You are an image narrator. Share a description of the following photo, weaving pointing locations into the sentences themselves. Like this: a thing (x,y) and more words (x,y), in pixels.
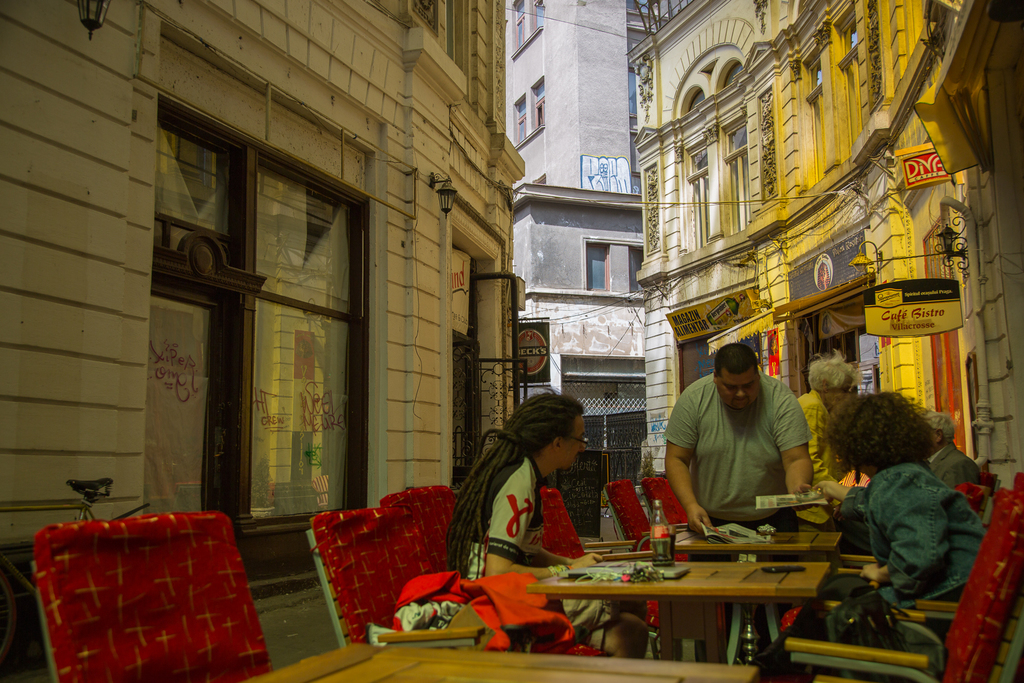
This picture shows a couple of buildings (499,174) and we see few people (900,513) seated on the chairs (427,545) and we see one man (786,487) standing and holding papers (729,538) in his hand (700,531) and we see tables (542,588) and a bicycle (137,509) on the side.
